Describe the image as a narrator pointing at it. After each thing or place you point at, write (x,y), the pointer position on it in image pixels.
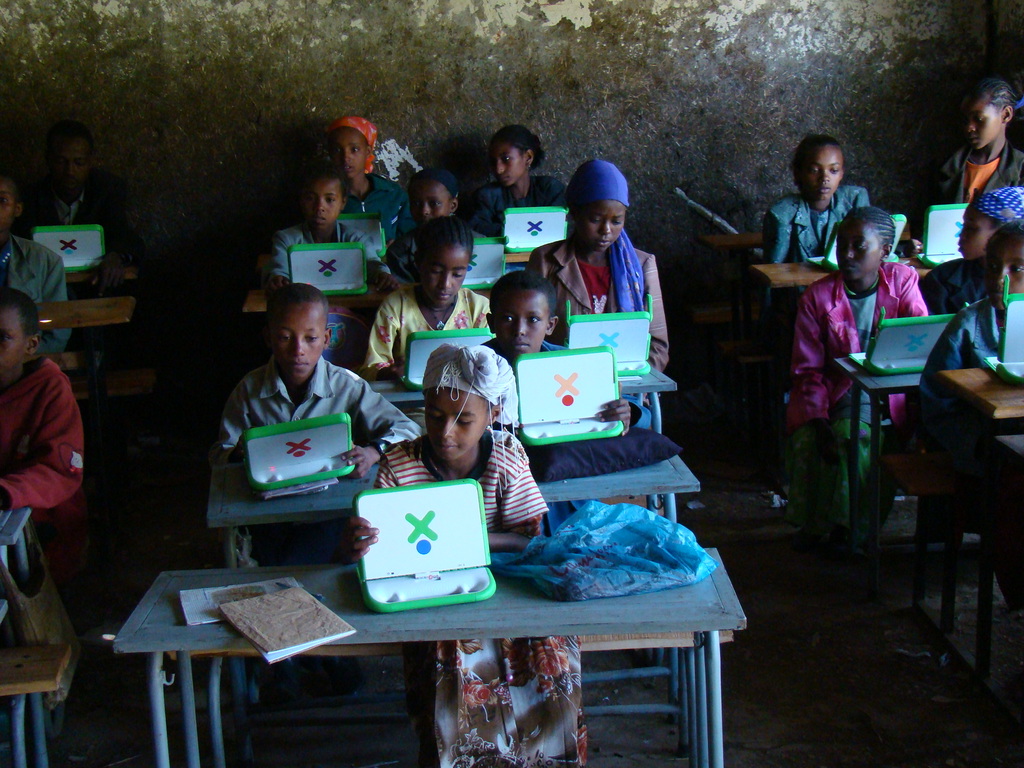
In this image there are group of kids (543,345) sitting on the benches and at the background of the image (699,145) there is a wall (734,150).
